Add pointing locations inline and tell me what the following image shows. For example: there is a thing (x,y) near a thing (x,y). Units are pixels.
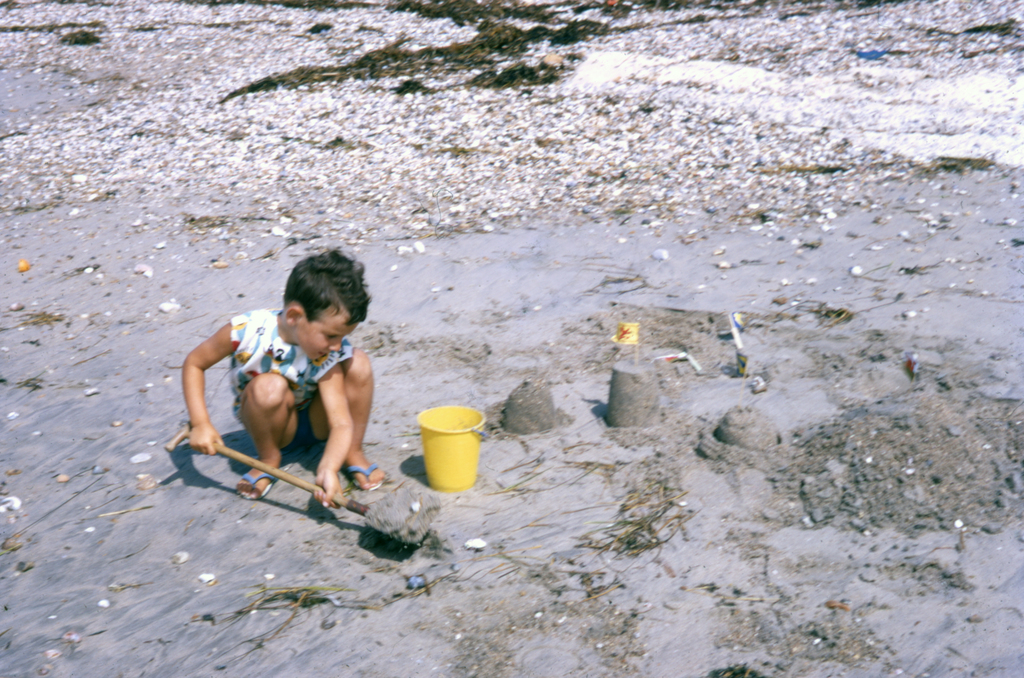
In the center of the image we can see one kid (302,439) sitting and holding one object (291,481). In front of a kid (334,469), we can see one yellow bucket (457,443). In the background (533,200) we can see waste papers (626,332), mud (722,351) and a few other objects (747,362).
